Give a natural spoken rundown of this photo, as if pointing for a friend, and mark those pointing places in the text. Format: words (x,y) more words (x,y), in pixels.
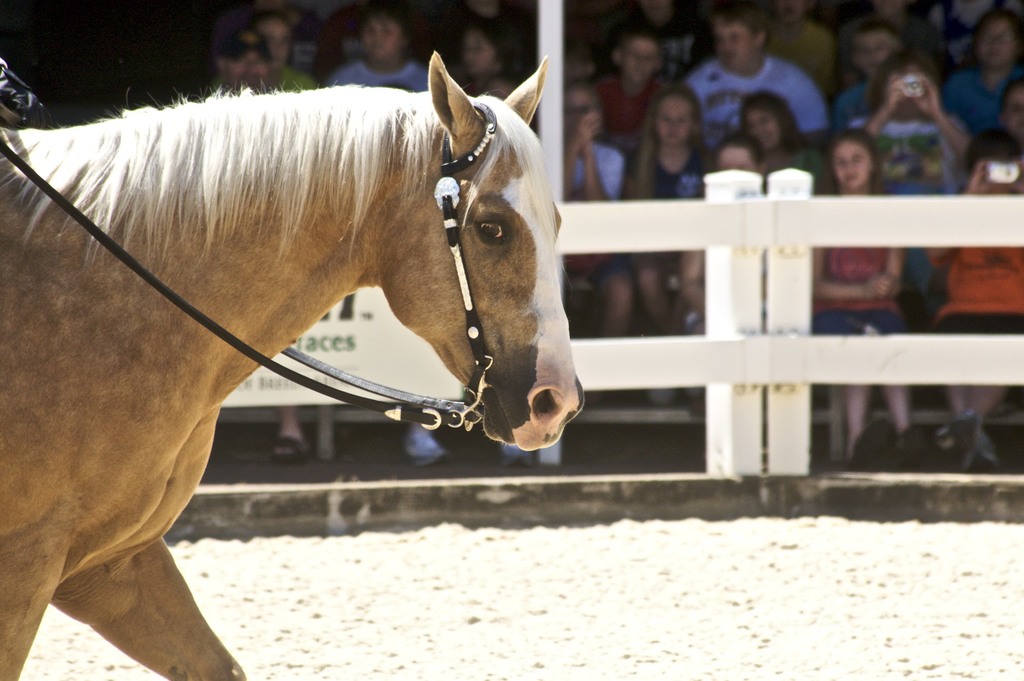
In this image, we can see a horse (249,184) and in the background (712,85), there are people (652,71) and some are holding cameras (916,93) in their hands (901,100) and there is a board (372,336), pole (547,92) and we can see a fence (666,357). At the bottom (562,611), there is ground (466,599).
